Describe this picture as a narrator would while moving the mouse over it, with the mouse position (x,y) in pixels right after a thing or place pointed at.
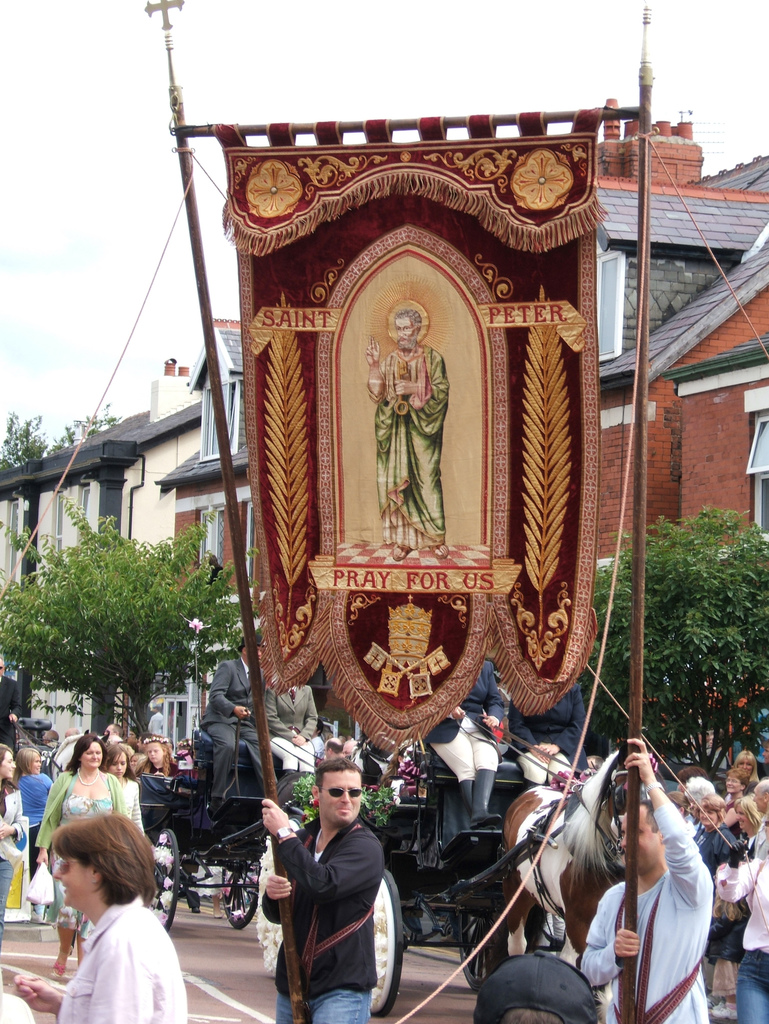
This picture shows few buildings (750,436) and couple of trees (724,571) and people (114,898) walking on the road (710,993) with the Chariot (244,784) and people (211,721) seated on it
